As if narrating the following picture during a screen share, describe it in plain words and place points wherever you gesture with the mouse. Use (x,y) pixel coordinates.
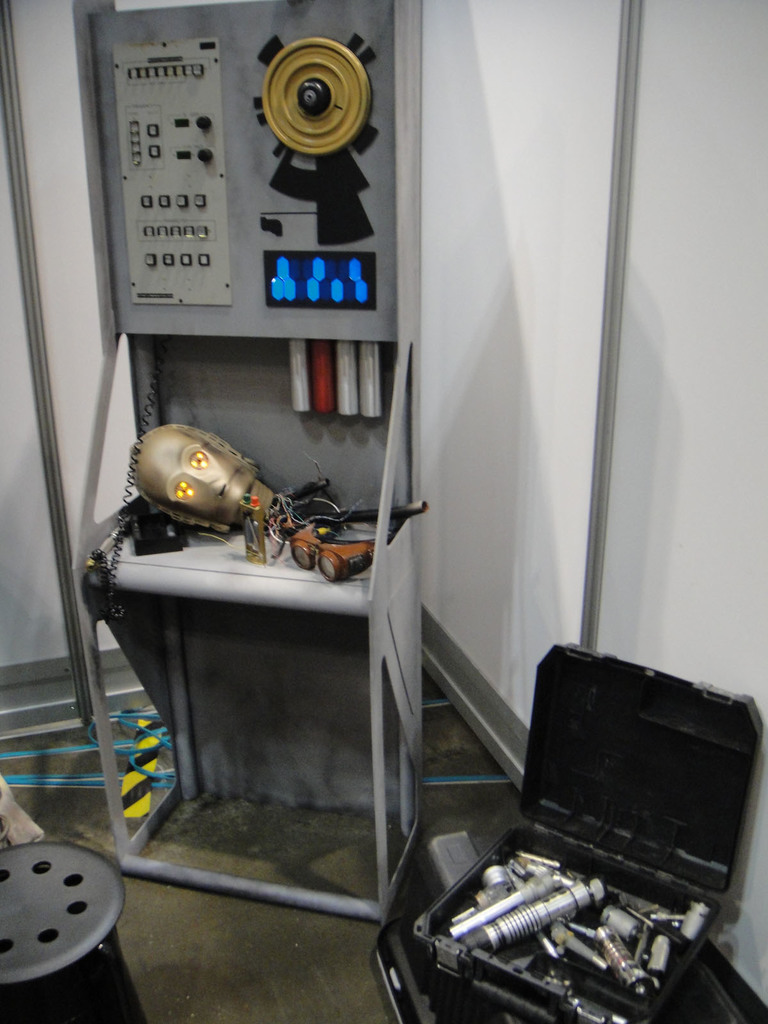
In this image there is a machine (293,580), there are some objects (204,486) placed on the machine (220,597), there is a toolbox (477,995) with some tools (555,917) in it, some objects (64,864) on the floor (166,839) and the wall (468,202).
